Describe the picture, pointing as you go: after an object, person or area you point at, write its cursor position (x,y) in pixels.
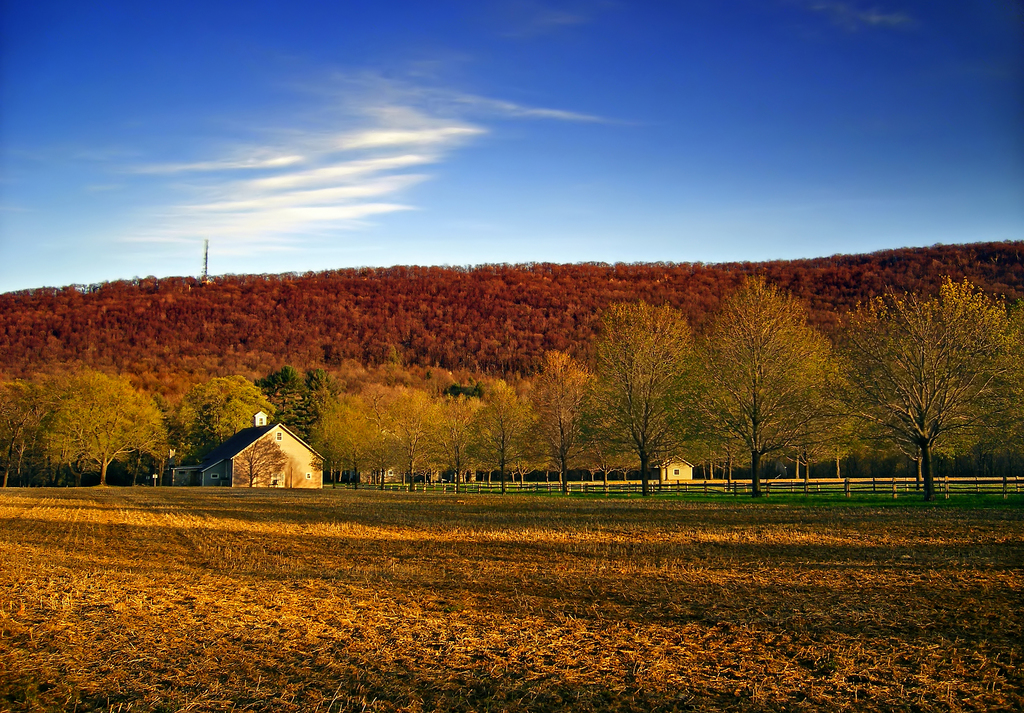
At the bottom of the image (324,506) we can see grass (473,552). In the middle of the image (492,275) we can see some trees (11,421), houses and hill (648,272). At the top of the image (987,38) there are some clouds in the sky (109,34).
